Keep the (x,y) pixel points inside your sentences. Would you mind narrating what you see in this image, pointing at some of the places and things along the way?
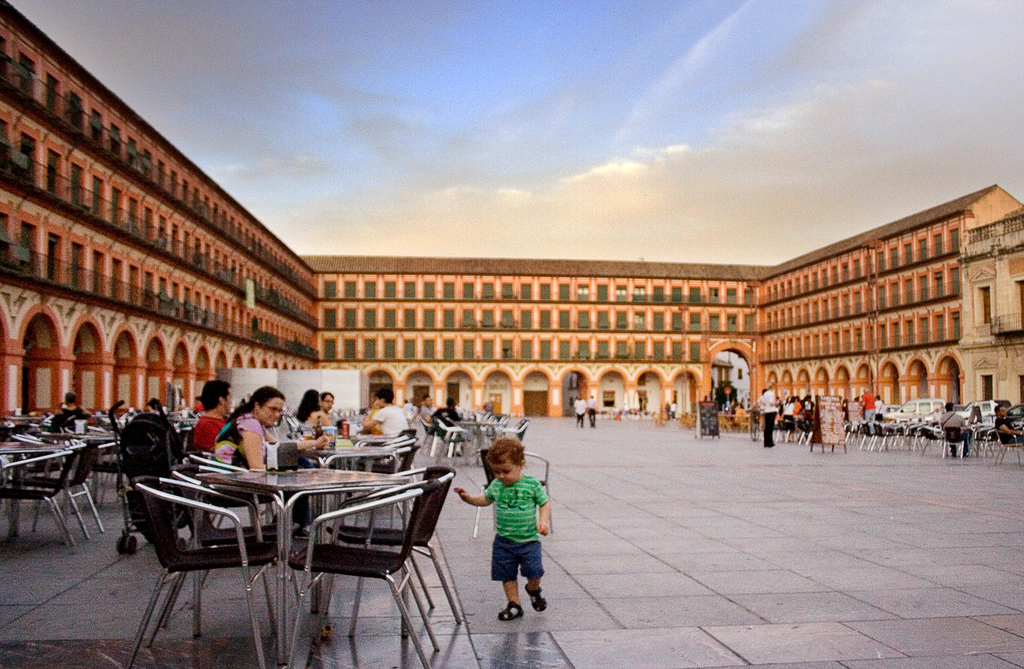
In this picture we can see a group of people (864,396) where some are sitting on chairs (84,491) and some are standing on the ground (546,454), banners (837,434), buildings (454,279) with windows (985,321) and in the background (573,99) we can see the sky (649,173) with clouds (436,161).
